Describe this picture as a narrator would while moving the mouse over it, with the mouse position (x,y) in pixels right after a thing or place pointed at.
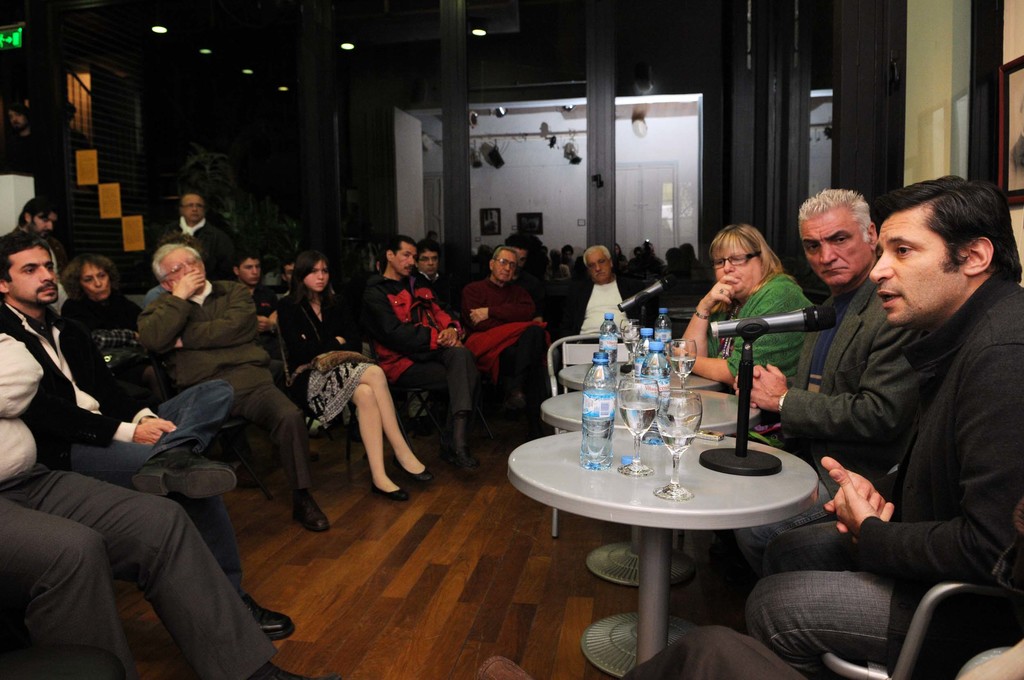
people (272,366) are sitting on the chairs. on the right (727,490) there are tables (706,507) on which there are bottles (595,428), glasses (662,407) and microphone (770,324). behind that there are glass doors (639,150).
